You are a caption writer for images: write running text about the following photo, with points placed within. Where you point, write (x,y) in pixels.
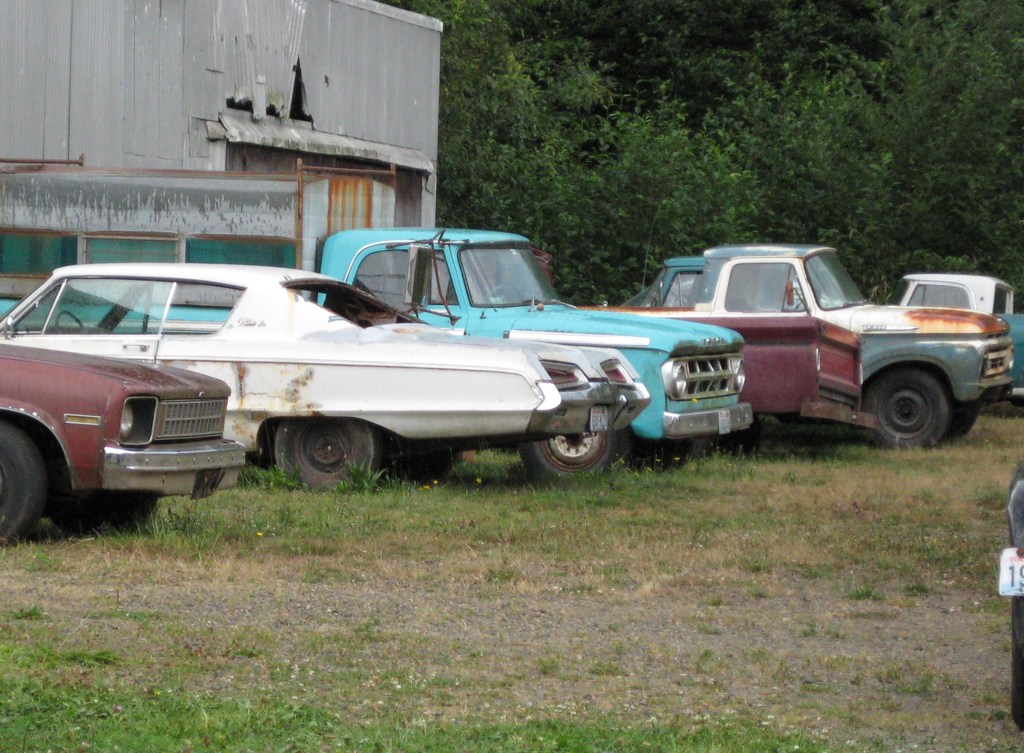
This picture is taken outside. In the center (472,375), there are old cars (727,400) which are in different colors standing in a row. At the bottom (639,639), there is grass (585,619). Towards the top left (208,93), there is a shed (236,151). Towards the top right (755,95), there are trees (684,182).
